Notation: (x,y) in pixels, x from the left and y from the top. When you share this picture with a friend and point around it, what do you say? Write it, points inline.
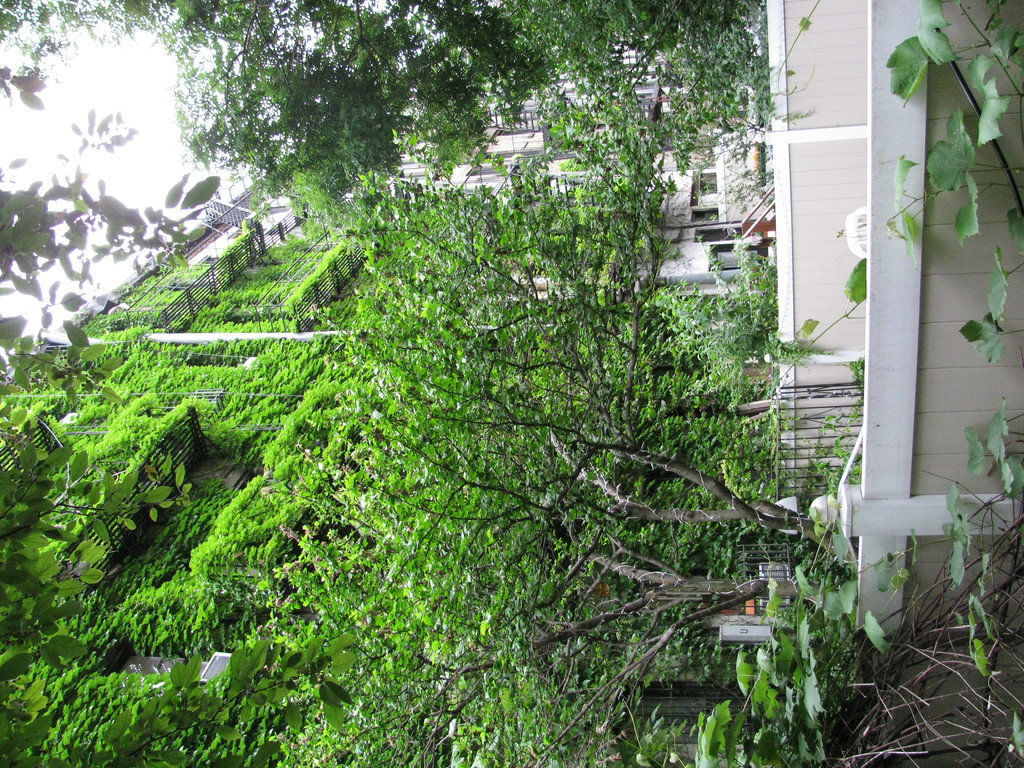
In front of the image there are walls (956,433). There is a metal fence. In the background of the image (616,371) there are buildings (500,144), trees (336,165), creepers (928,49). At the top of the image (103,97) there is sky (153,76).
